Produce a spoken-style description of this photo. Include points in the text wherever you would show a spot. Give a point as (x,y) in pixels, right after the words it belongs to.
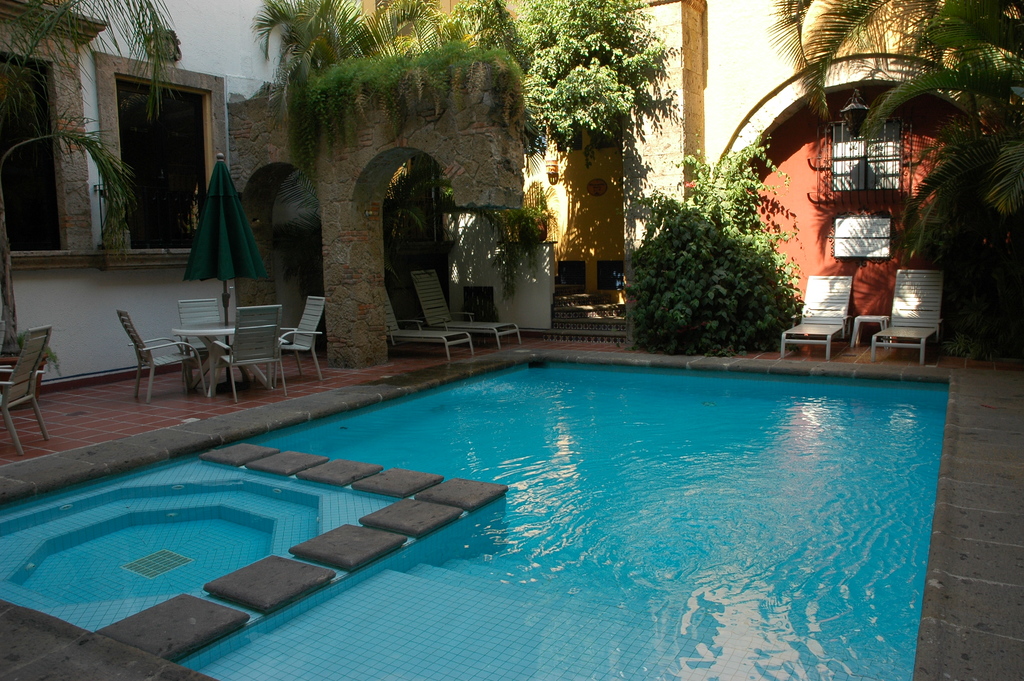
This picture is clicked outside. In the center (638,386) there is a swimming pool (512,419) and we can see the chairs (143,345), tables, umbrella (197,266), beach chairs (466,328), plants (689,253), trees (793,27) and we can see the windows (17,163) and walls (738,67) of the building (746,42).
